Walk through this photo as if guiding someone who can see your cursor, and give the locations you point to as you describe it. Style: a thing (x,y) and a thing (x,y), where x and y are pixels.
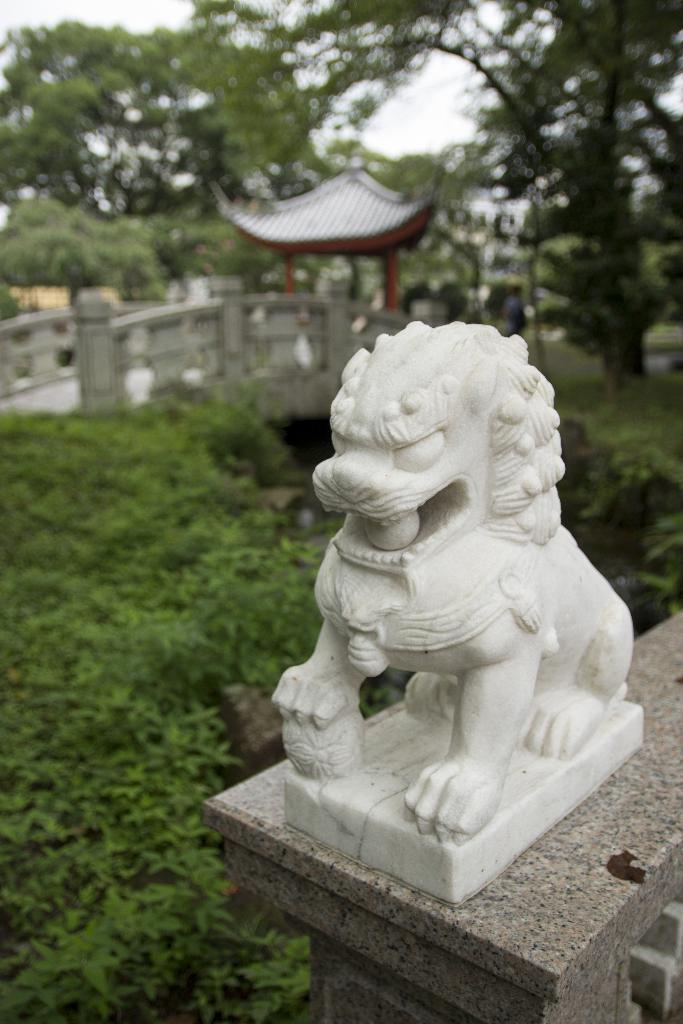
In the front (529,400) we can see white statue (555,630). In the background (592,428) there are plants (664,522), bridge (337,345), roof (355,211), pillars (394,291), trees (20,147) and sky (357,129).
